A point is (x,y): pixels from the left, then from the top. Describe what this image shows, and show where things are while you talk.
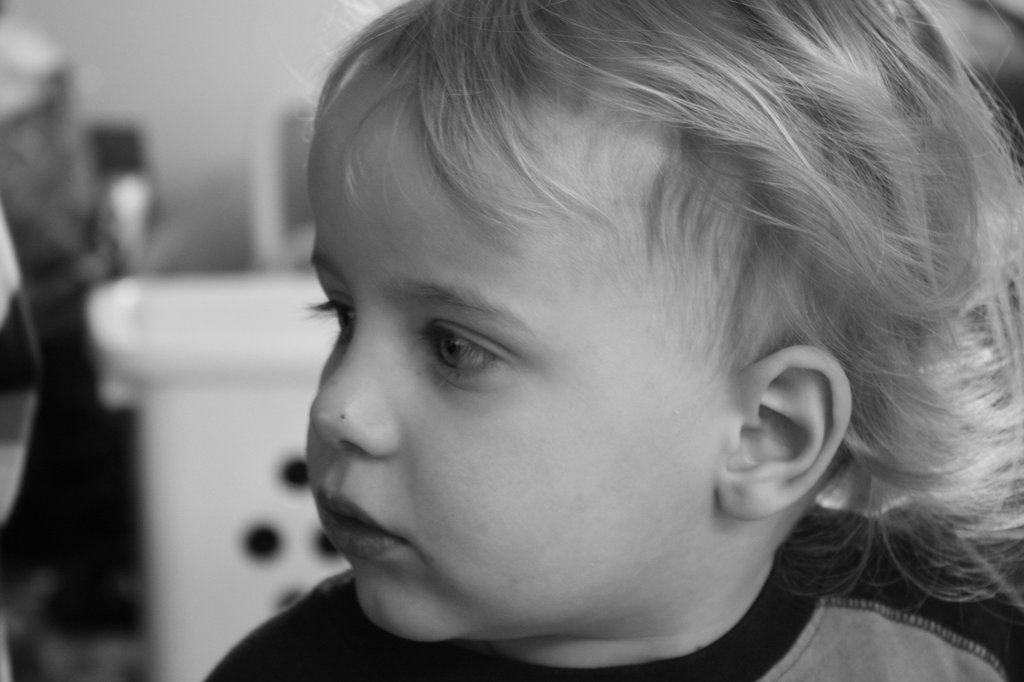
A black and white picture. The kid (827,461) is highlighted in this picture.
